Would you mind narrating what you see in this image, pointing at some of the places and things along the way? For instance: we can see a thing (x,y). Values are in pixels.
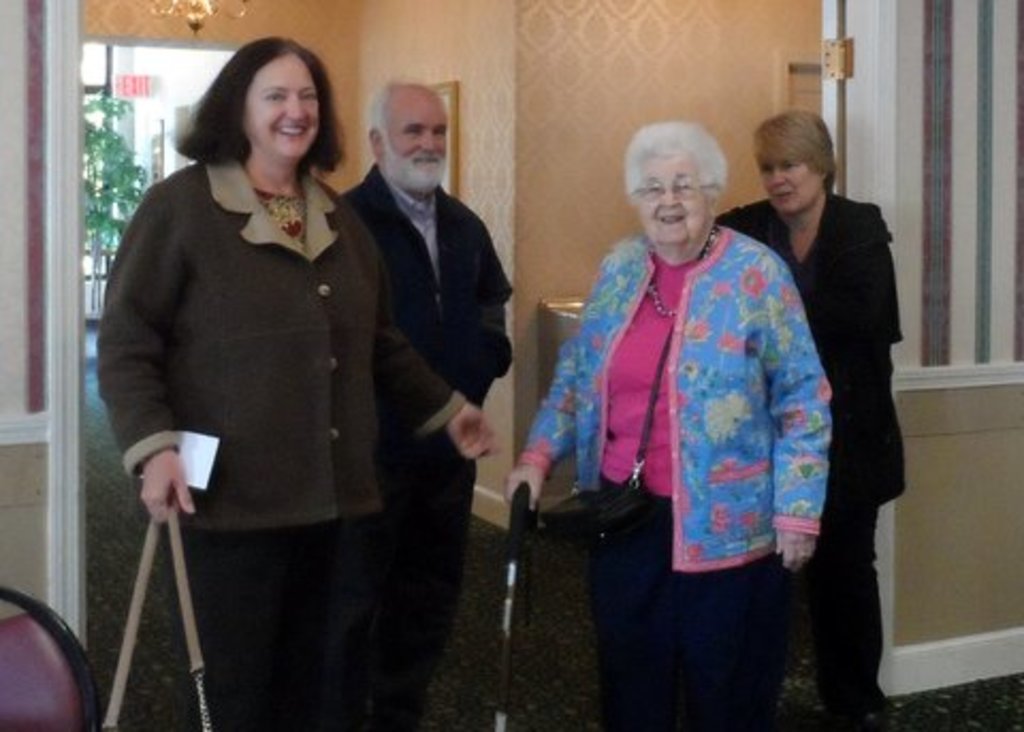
In this picture we can observe some people (475,355). There are women (406,397) and a man (398,130). Some of them are smiling. In the background (504,164) we can observe a beige color wall (515,53).
